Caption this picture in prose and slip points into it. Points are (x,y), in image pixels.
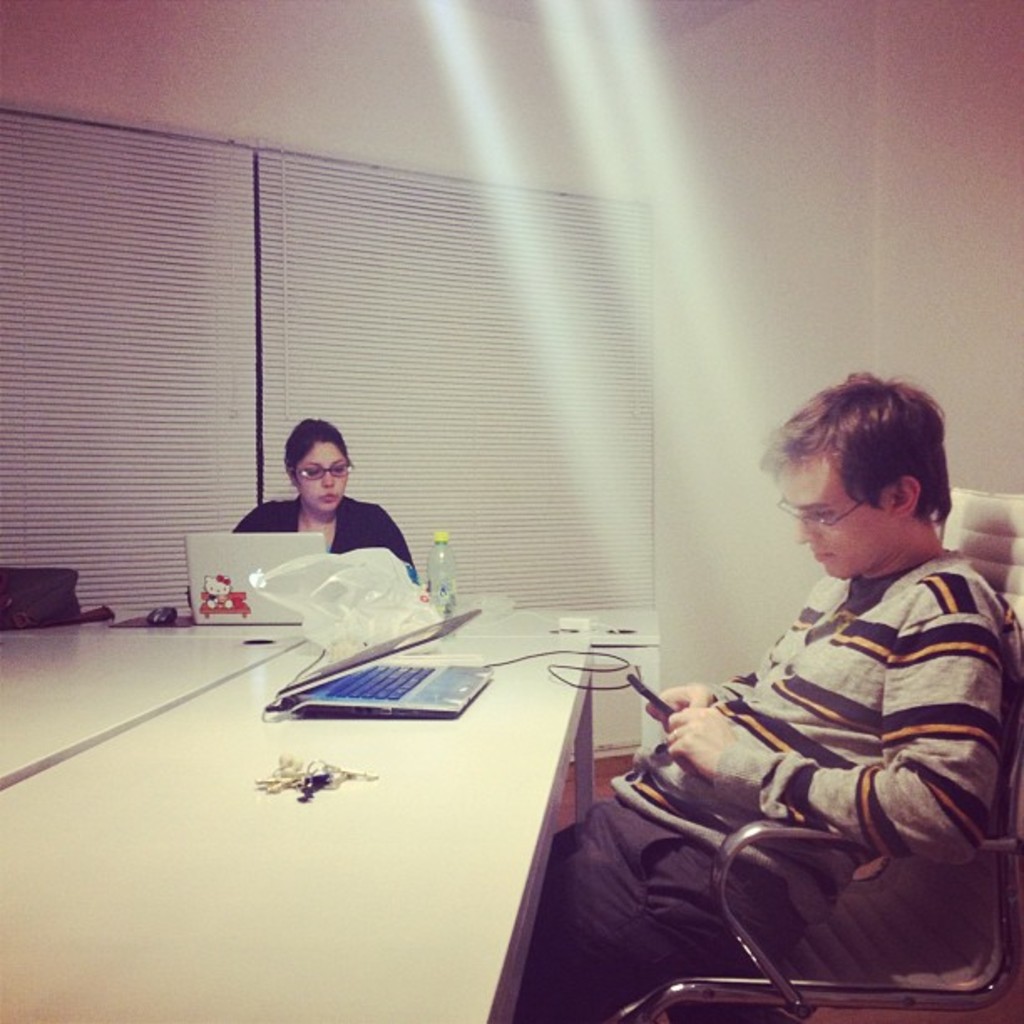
In this picture we can see a man (794,754) and a woman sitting on the chairs (981,959). This is table (220,988). On the table (442,740) there are laptops (262,568), and a bottle (440,575). On the background (806,206) there is a wall (884,199).
